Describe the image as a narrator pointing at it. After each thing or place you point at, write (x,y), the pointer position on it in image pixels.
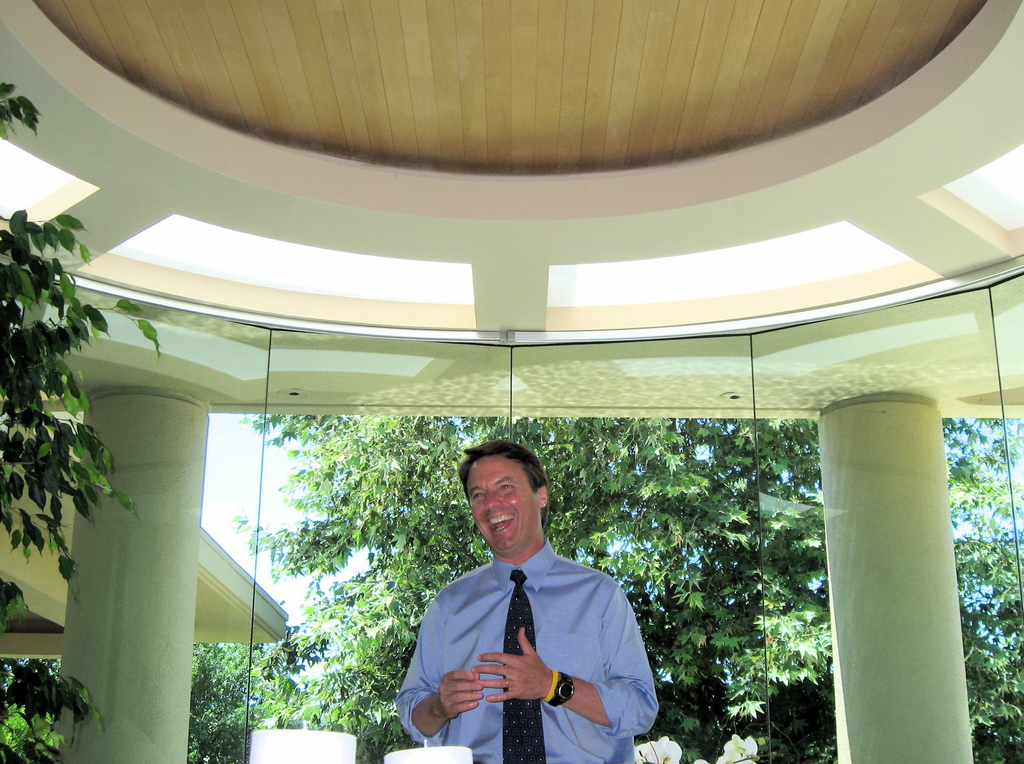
In the center of the image (487,474) we can see a man (484,571) standing and smiling. In the background (63,645) there are pillars (891,636), trees (759,692) and sky (257,456). At the top (378,125) there is roof (439,112).
